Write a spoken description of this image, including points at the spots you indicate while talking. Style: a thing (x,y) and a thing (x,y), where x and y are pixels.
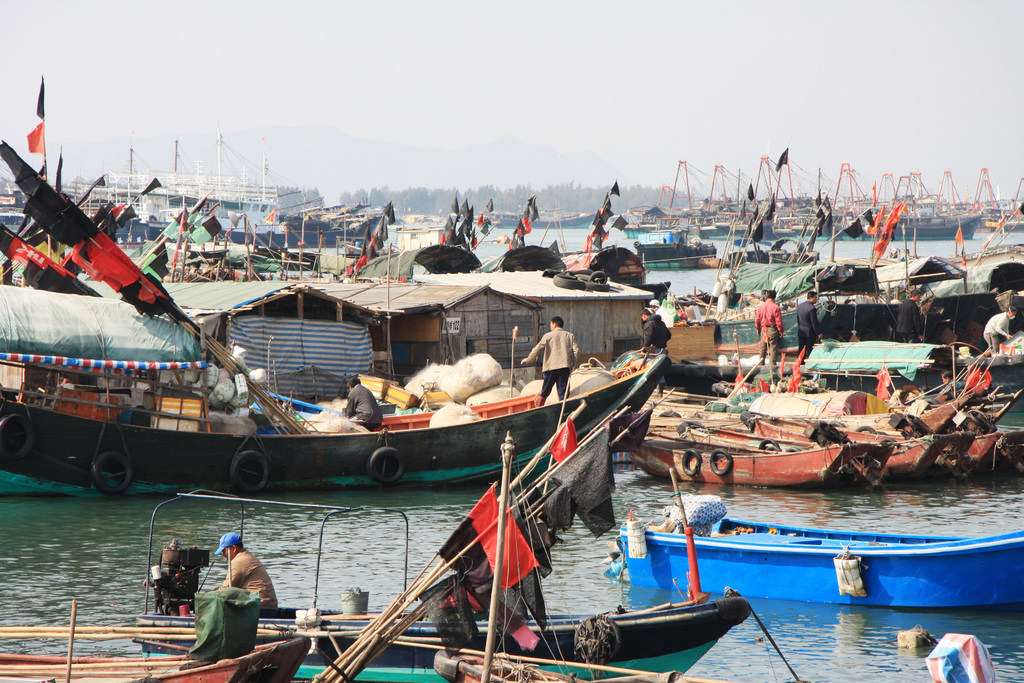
This image consists of so many boats (584,396). There are some persons (558,340) in that boat (480,466). And there are so many things (9,245) in that boats (407,454). There is water (36,511) in the middle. There is sky (189,89) at the top (453,117).
